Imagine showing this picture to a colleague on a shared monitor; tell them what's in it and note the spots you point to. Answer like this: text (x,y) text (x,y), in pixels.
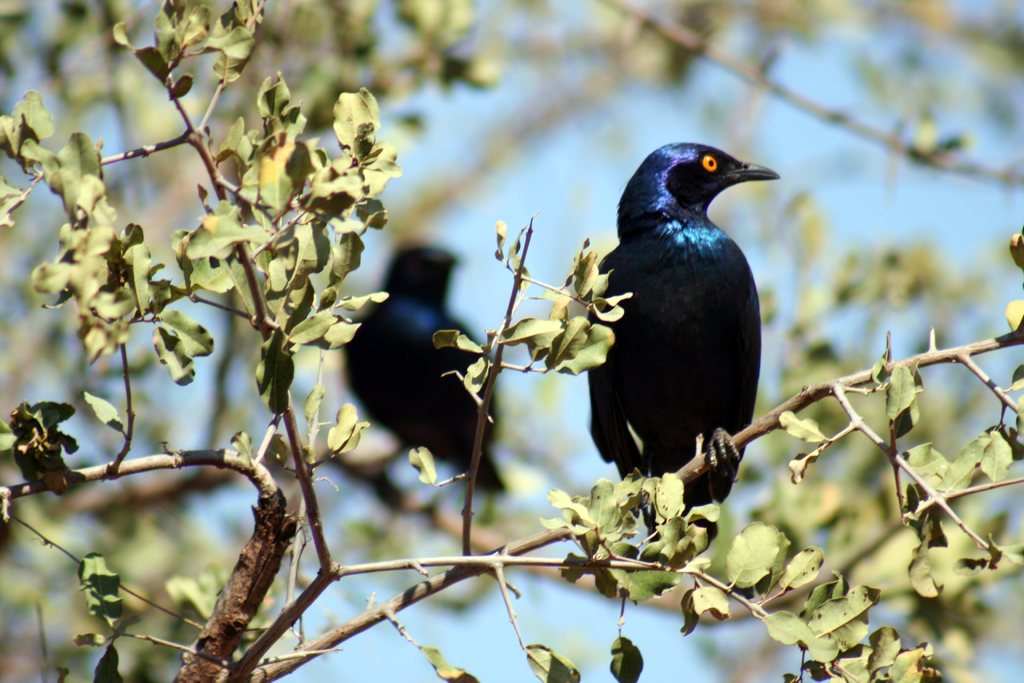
In this image there are birds (649,404) on a tree (229,591), in the background (509,14) it is blurred.
